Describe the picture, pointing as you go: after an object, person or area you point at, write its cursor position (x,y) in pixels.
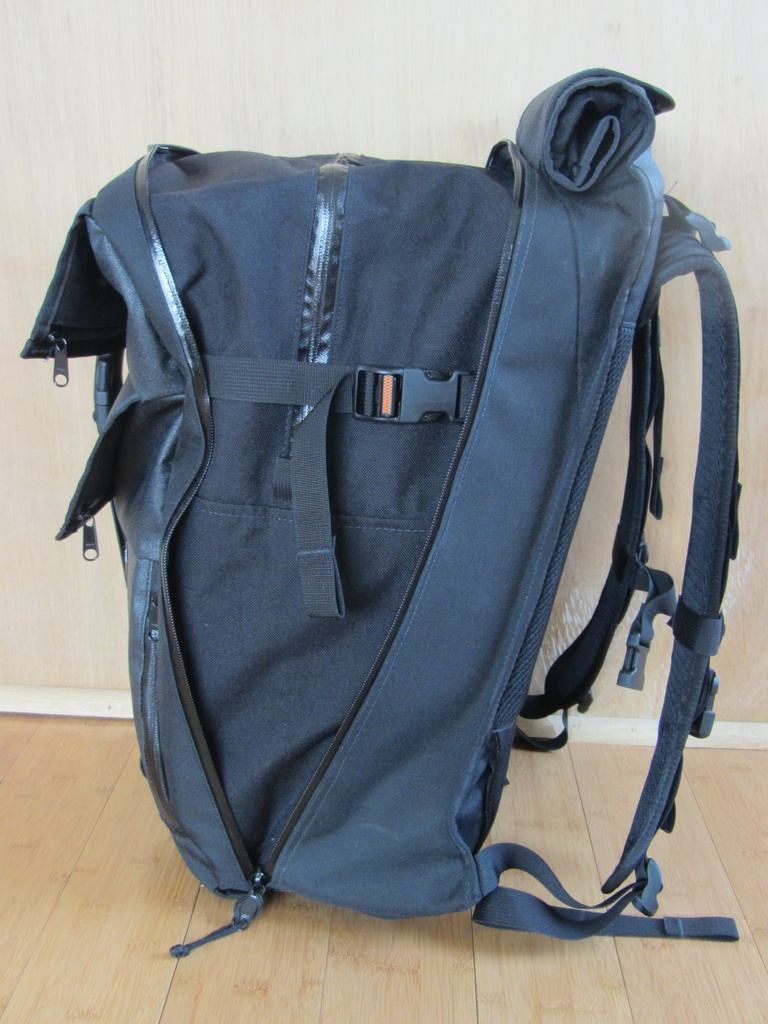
We can see blue color bag (331,549) on the floor (79,819). On the background (350,83) we can see wall (206,32).
